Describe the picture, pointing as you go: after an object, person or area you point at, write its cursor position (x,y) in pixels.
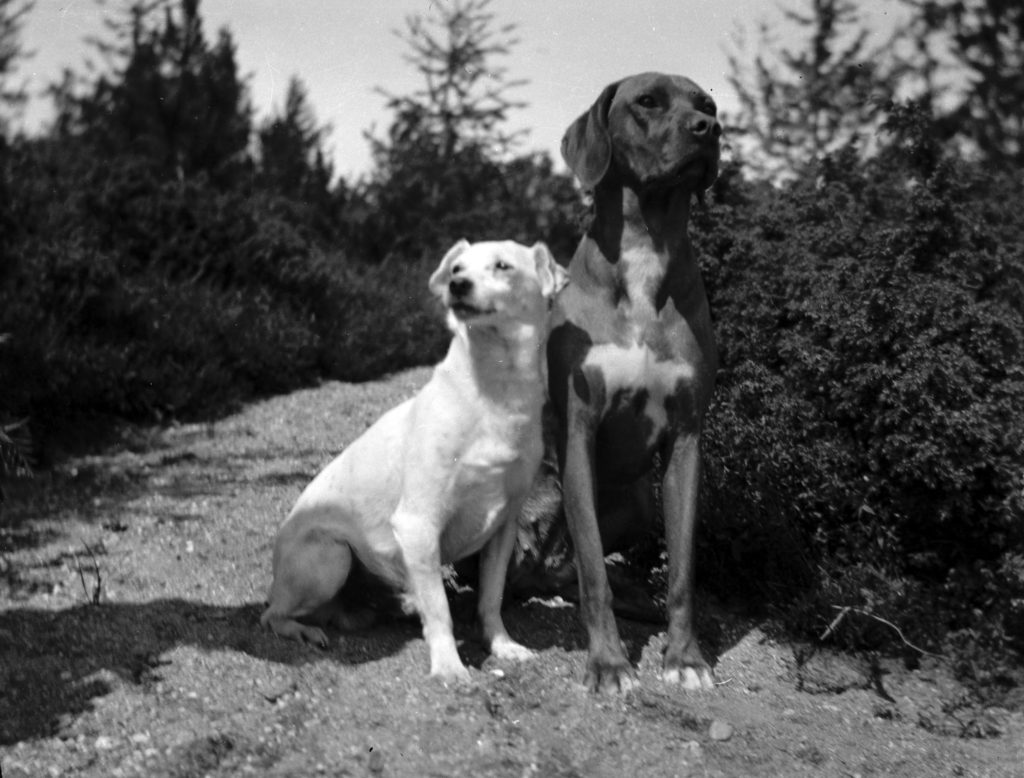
This is a black and white image. In this image we can see two dogs (592,555) on the ground (557,661). We can also see a group of plants (704,513) and the sky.
